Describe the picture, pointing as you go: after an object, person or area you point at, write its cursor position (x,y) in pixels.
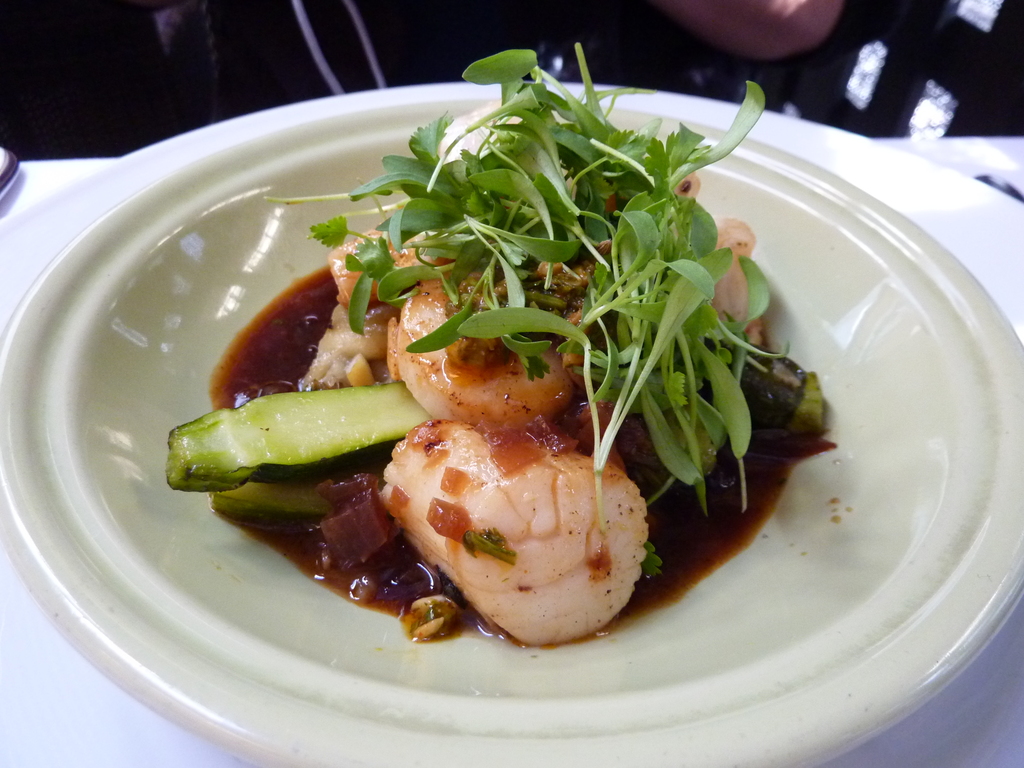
In this image, we can see food (365,353) on the plate (888,445), which is placed on the table (70,725) and in the background (361,24), there is a person (658,57).
